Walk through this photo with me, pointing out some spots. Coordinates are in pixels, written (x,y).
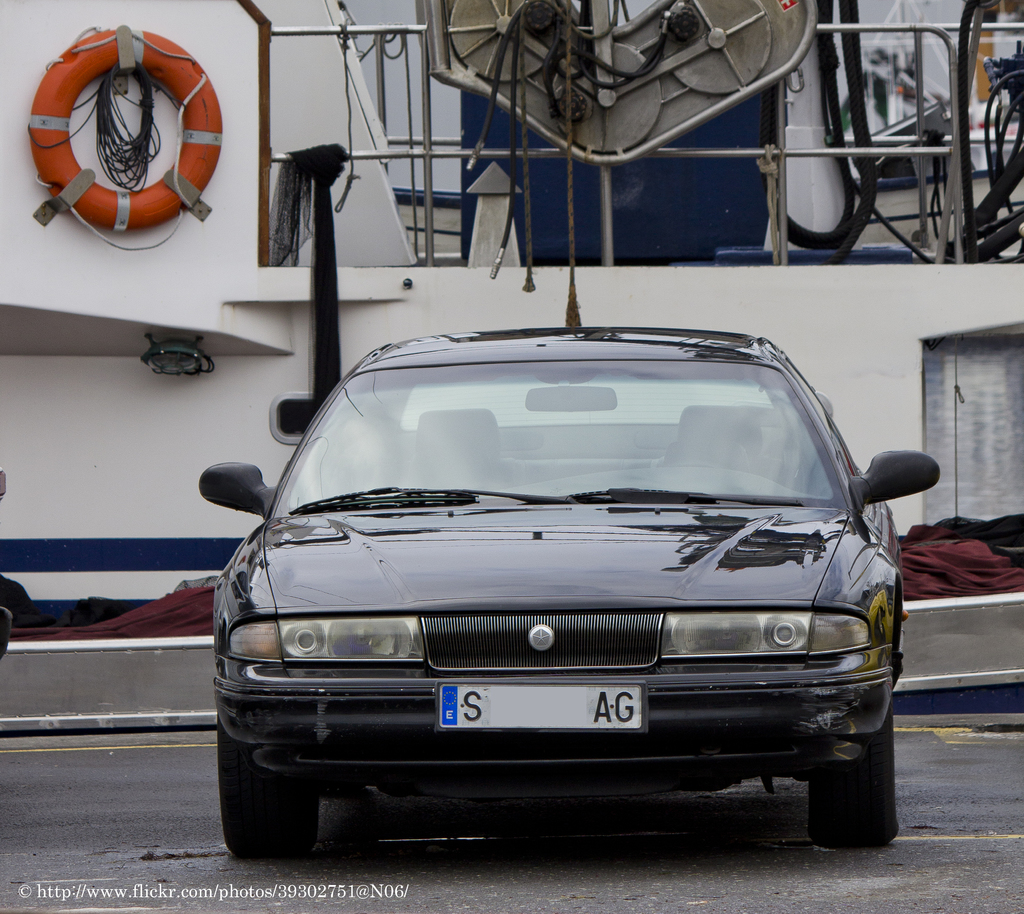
In the center (660,392) the picture there is a car (752,693). In the middle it is road (29,755). In the background (657,175) it is looking like a ship (518,260) or it can be a building (424,199), there are iron frames (864,154), ropes (824,77) and various other objects (323,321).
